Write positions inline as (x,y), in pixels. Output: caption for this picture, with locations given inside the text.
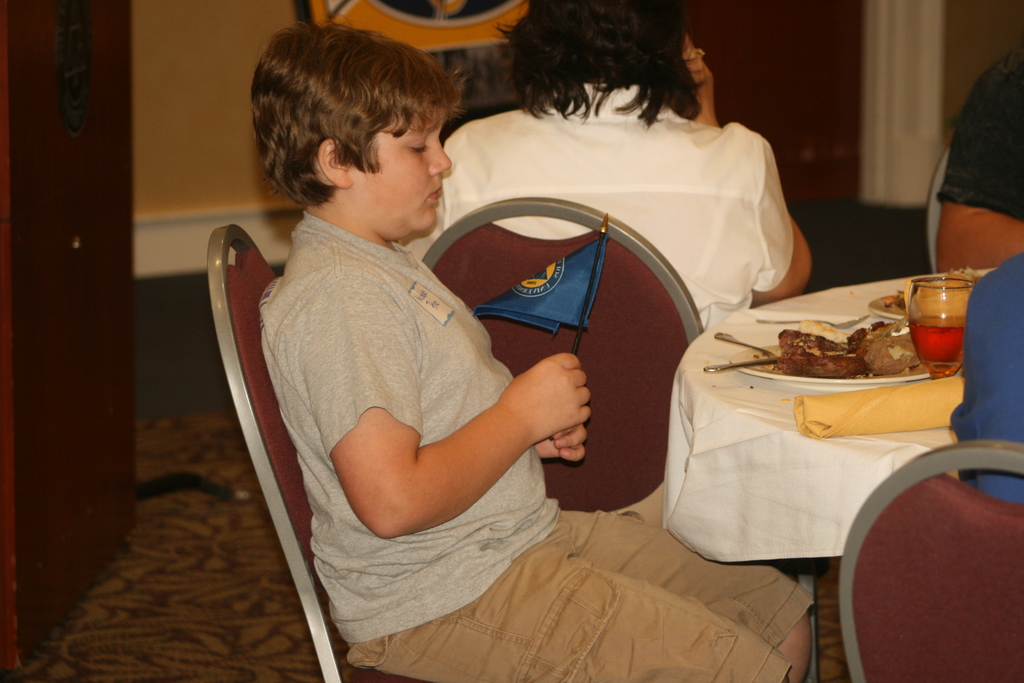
There is a boy (467,420) sitting in chairs (613,348) holding a flag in front of table (780,474) where food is served.
